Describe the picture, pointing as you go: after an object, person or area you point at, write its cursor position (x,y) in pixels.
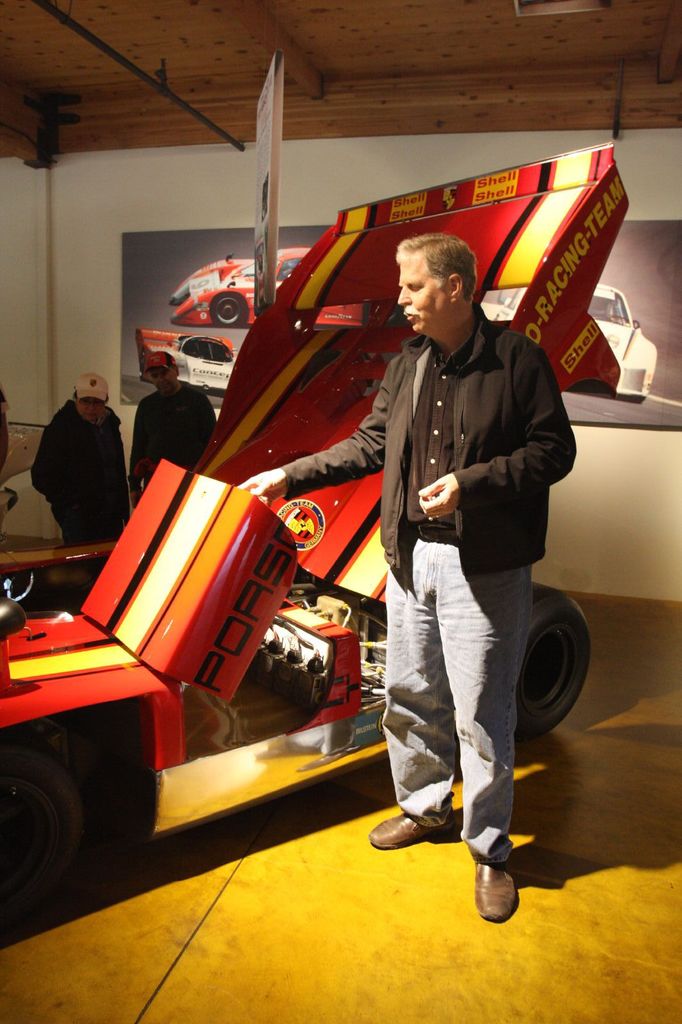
In the picture we can see a man (414,461) standing on the floor (633,655) near the sports vehicle (355,236) which is red in color with some brand names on it and in the background (115,416), we can see two people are standing with caps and to the wall (251,191) we can see a poster (622,313) with some car images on it and to the ceiling (102,79) is with wood (134,100).
